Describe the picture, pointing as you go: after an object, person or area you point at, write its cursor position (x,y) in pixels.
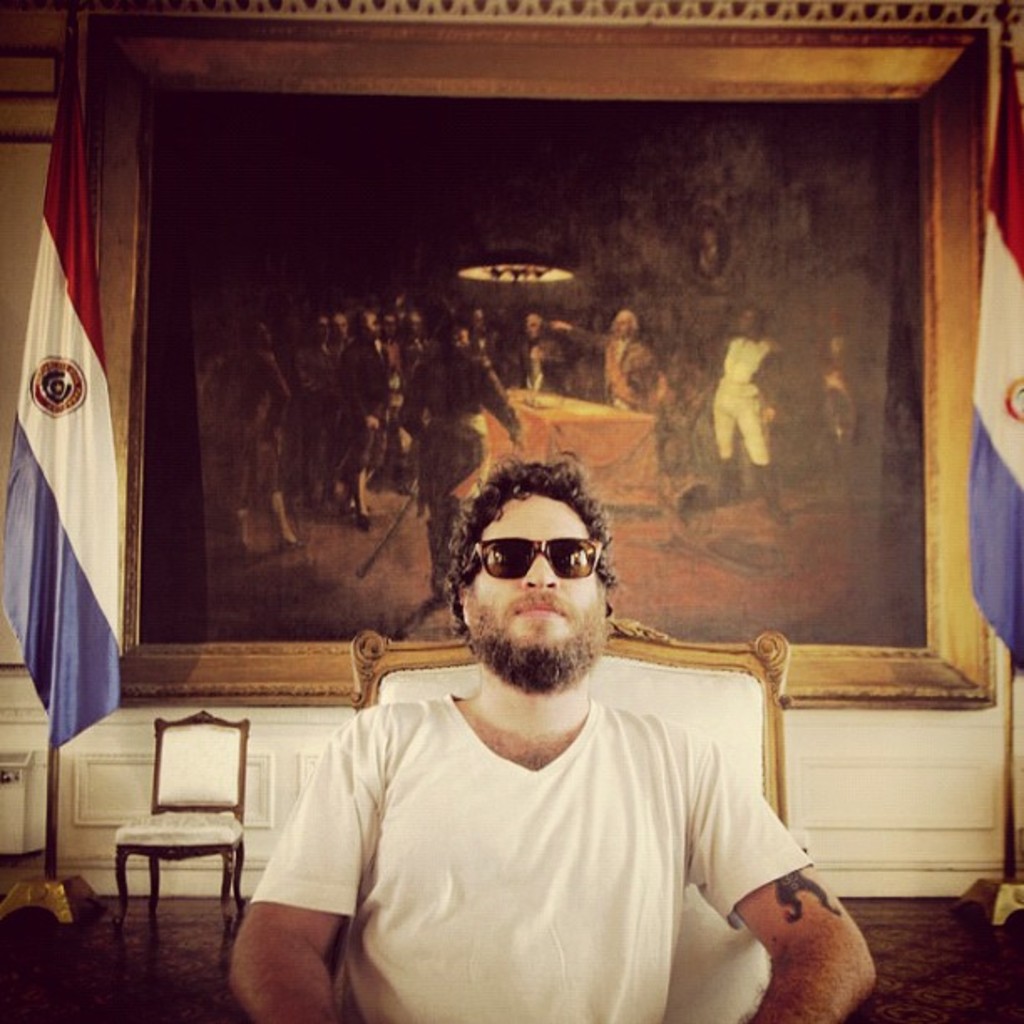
In this image we can see a man (471,863) wearing white t shirt (565,936) is sitting on the chair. In the background (172,694) we can see chairs (210,780), photo frame (327,464) and flags (992,417).
